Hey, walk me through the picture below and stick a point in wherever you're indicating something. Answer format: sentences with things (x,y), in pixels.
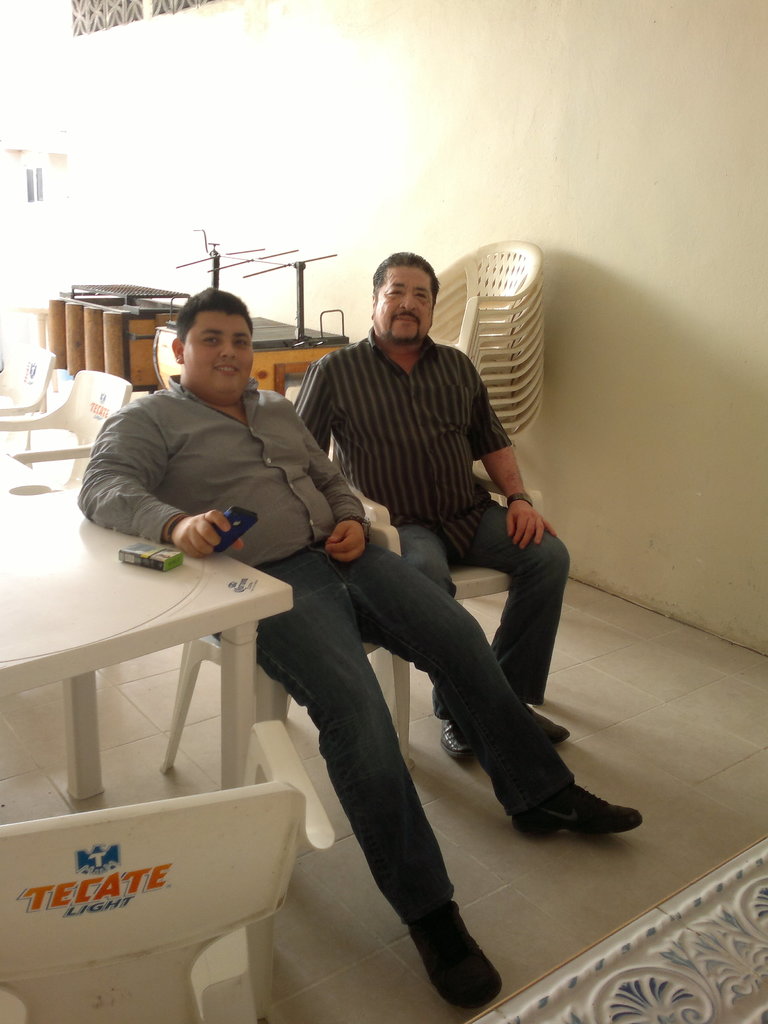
In the picture we can see a two men (534,780) sitting in the chairs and beside them, we can see a table (122,627) which is white in color and a man (101,441) is holding a mobile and in the background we can see some chairs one on another in the wall (478,157).
